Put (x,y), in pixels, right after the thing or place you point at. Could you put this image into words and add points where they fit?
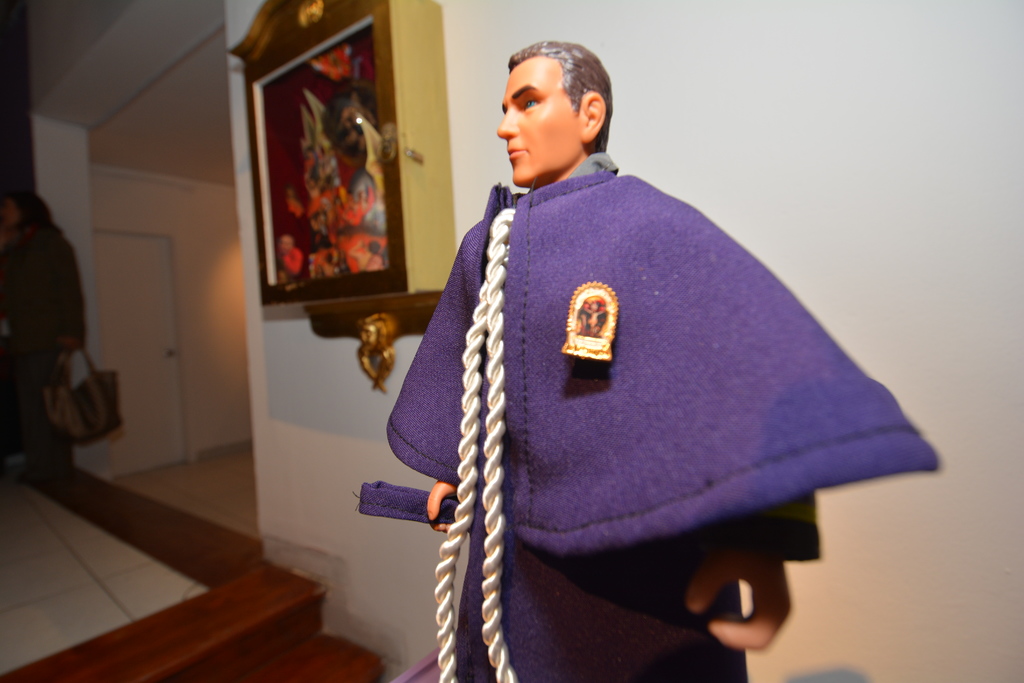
There is a statue (538,288) with a violet color dress (608,489). On that there is a badge (586,315) and a rope (501,405). Behind him there is a wall (694,42). On the wall (469,77) there is a box (383,163). In the back (157,319) there is a door (172,289). And a person (61,281) is standing and holding a bag (88,398).
